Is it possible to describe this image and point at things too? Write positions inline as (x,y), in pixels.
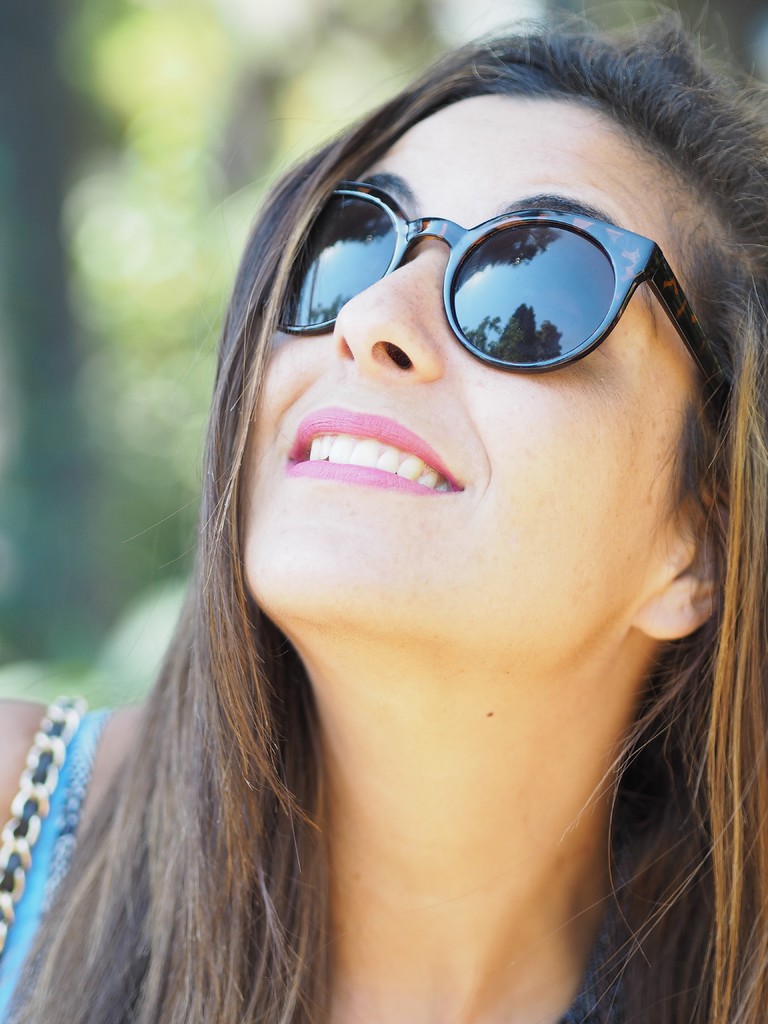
In this picture there is a woman (444,704) wearing goggles (543,267) and smiling and the background (124,232) is in green color.
